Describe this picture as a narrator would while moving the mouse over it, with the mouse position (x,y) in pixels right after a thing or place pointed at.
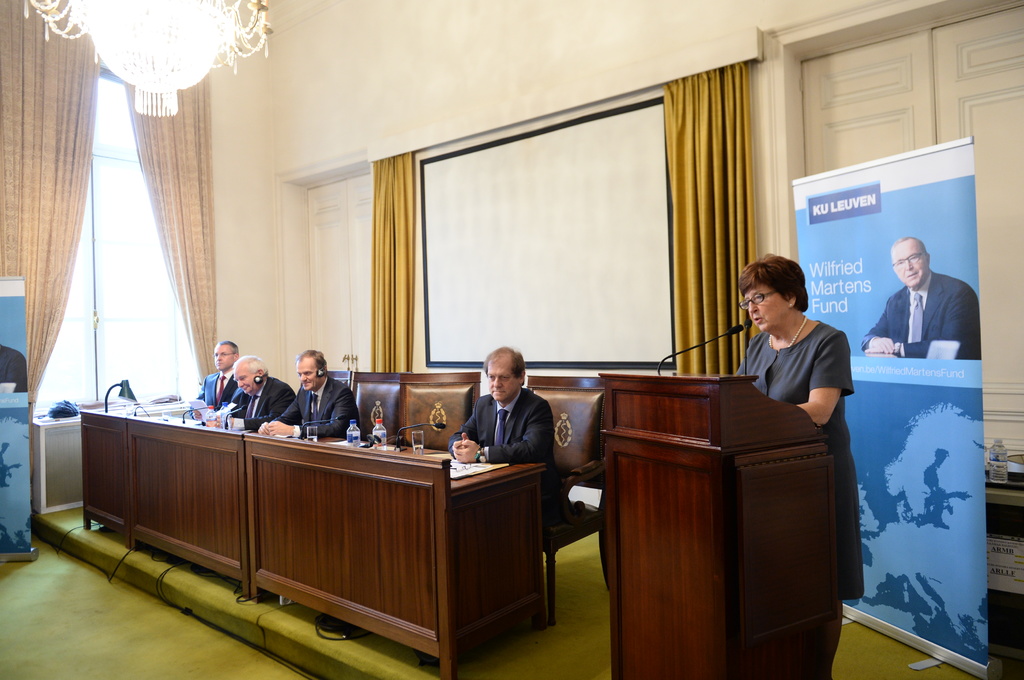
In this image i can see woman (813,363) standing in front of a podium (792,422) and speaking in front of a microphone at left (310,370) there are four mans (510,412) in a chair (383,407) there are few bottles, and glasses (418,441) on a table (381,503) at the background (841,249) i can see, a banner (836,191), a window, a screen (543,202), a curtain (402,205), a wall (387,69) at the top (222,46) there is a chandelier (195,42).
